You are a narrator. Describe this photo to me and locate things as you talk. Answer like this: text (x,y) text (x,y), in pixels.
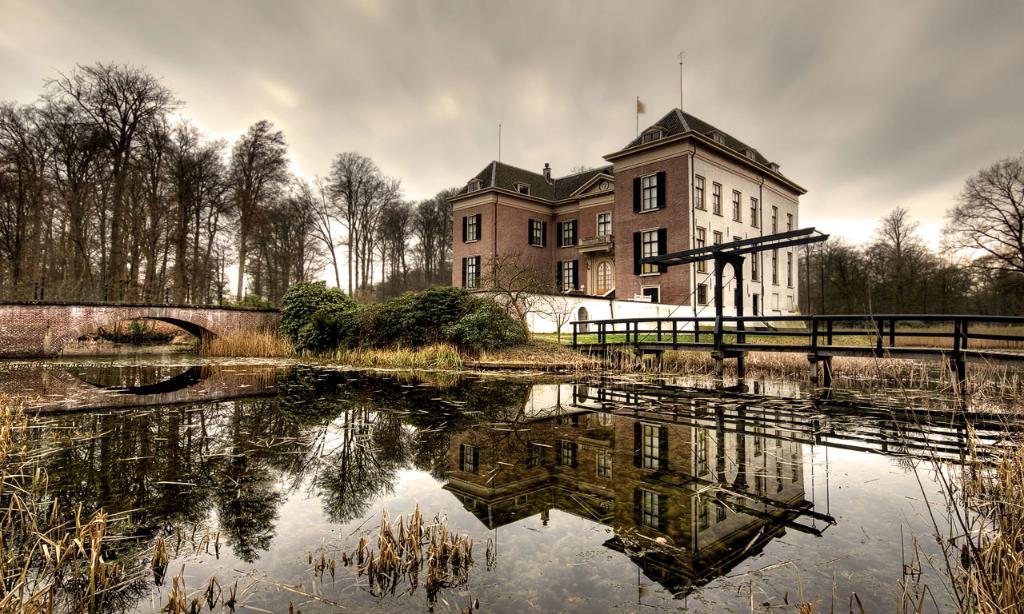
There is a bridge (957,321) in the right corner (891,333) and there is water (918,400) under it and there is a building (578,228) and trees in the background (693,242).
